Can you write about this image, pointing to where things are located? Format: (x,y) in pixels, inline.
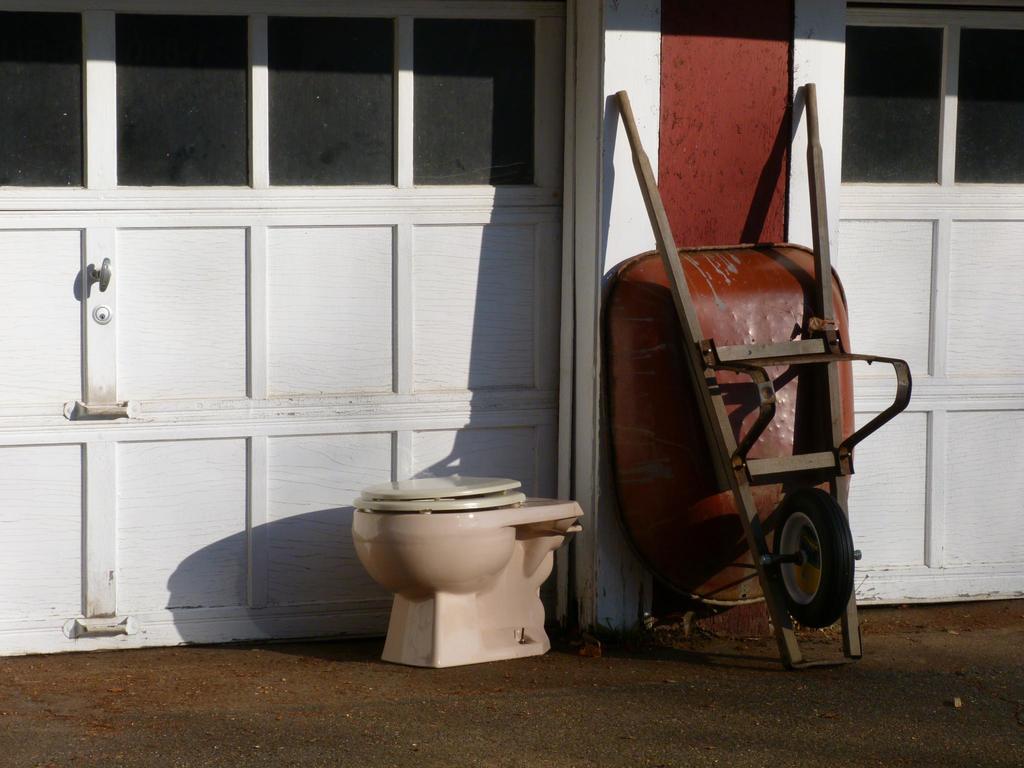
We can see cart (724,466) and toilet seat (428,652) on the surface (479,670). We can see wall (691,76) and doors (463,81).
